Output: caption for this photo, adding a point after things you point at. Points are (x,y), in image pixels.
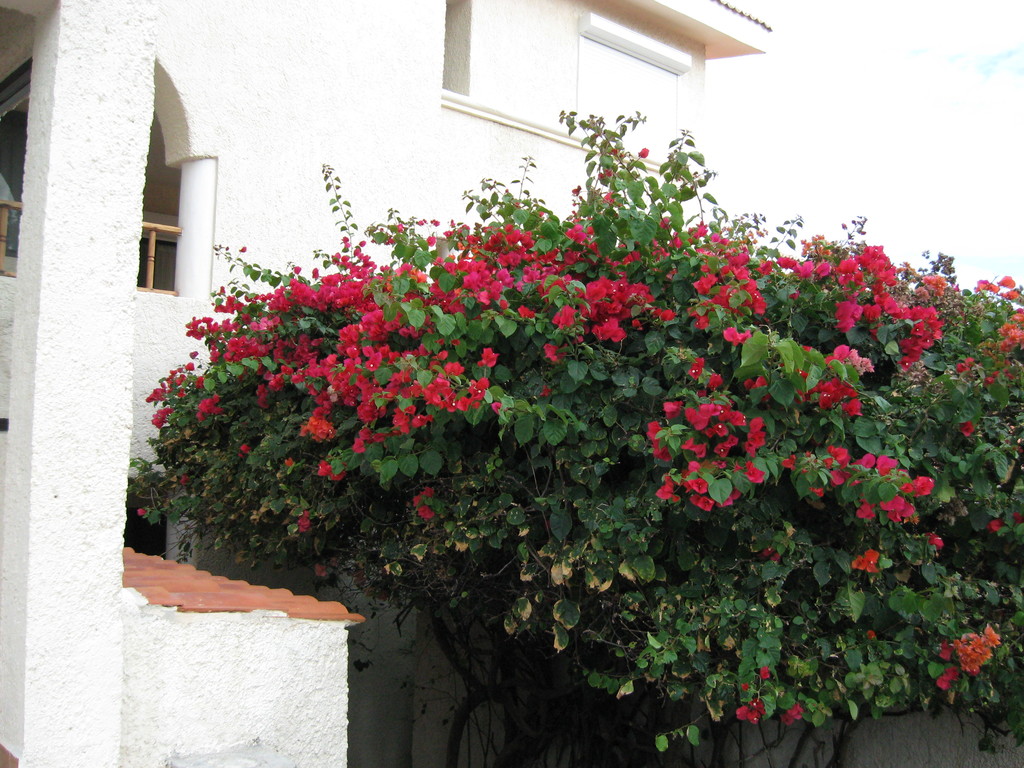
In this image there is a plant (480,546) and we can see flowers (390,326). In the background (474,182) there is a building (414,88).
